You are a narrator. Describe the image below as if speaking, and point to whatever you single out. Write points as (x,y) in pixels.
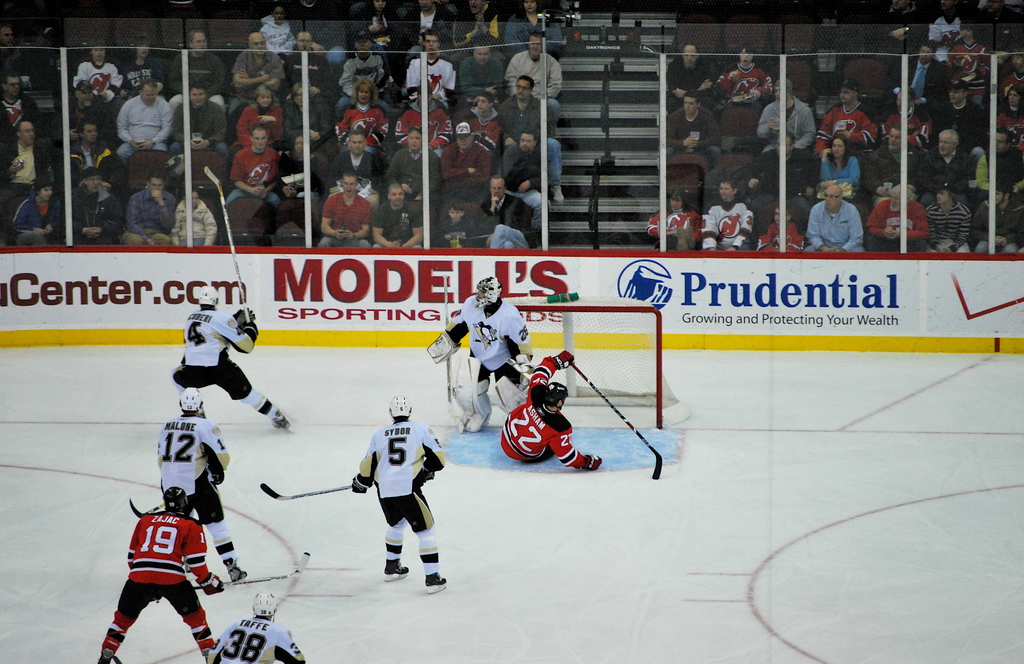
This picture consists of a skating surface (765,419) in the foreground (936,481), in the surface (186,652) I can see there are few persons (396,399) holding sticks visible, there is a fence (22,247), back side of fence (481,162) there is a crowd (449,167) and people (143,76) sitting on chairs (710,39), in the middle (604,229) there is a staircase (615,165), in front of fence (635,251) there is a banner (448,270), on the banner (404,294) there is a text (763,294) visible.
